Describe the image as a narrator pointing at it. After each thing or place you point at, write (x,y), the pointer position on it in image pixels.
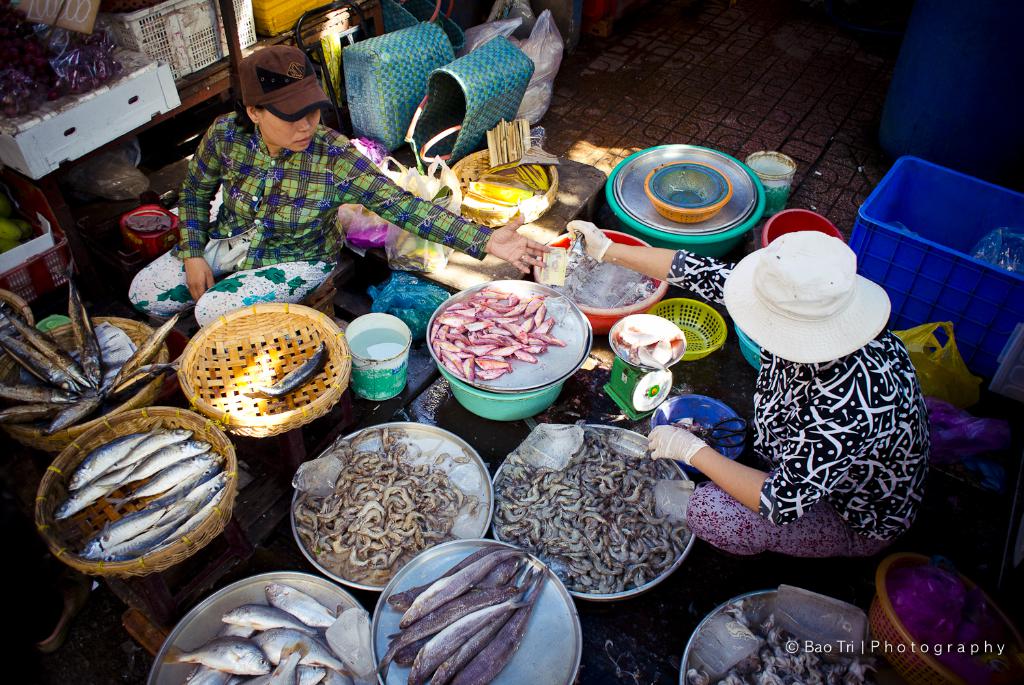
This image is taken outdoors. In the middle of the image (589,246) two persons (285,203) are sitting on the stools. They are holding money (552,263) in their hands (532,246). There are many baskets (206,373) and plates (454,548) with fishes (179,447) and shrimps (504,485). There are a few empty plates (670,229) and baskets (682,311). There is a tub (858,258). There are many objects (97,122) on the floor (745,77).
